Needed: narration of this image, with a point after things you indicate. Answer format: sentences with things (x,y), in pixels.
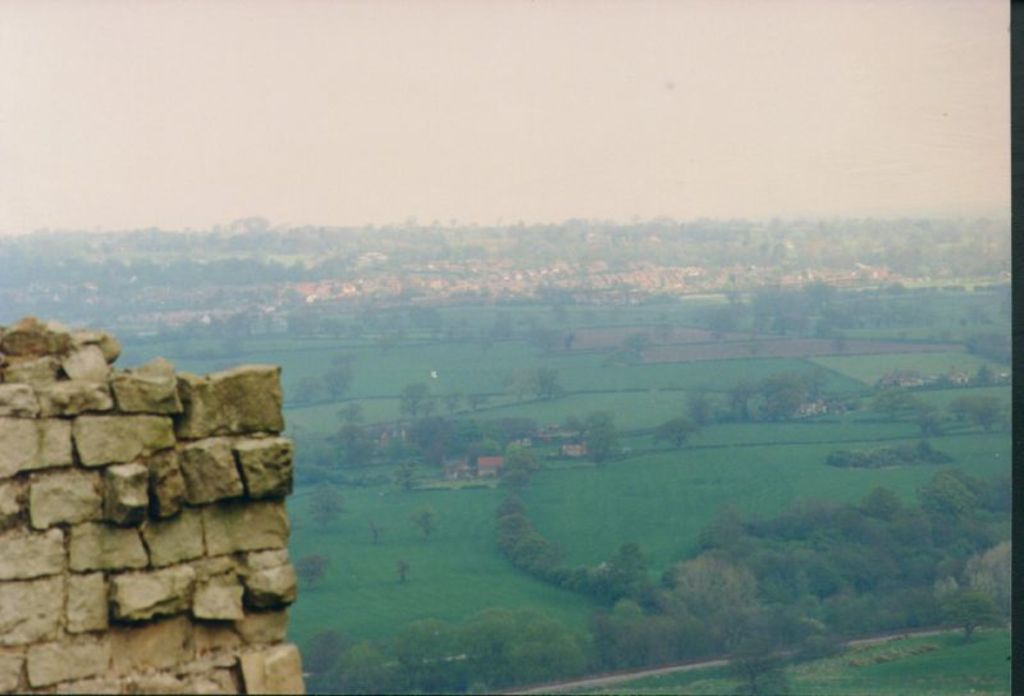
On the left side (114,559) there is a brick wall (124,569). In the background (711,563) there are trees (711,563) and sky (544,83).
